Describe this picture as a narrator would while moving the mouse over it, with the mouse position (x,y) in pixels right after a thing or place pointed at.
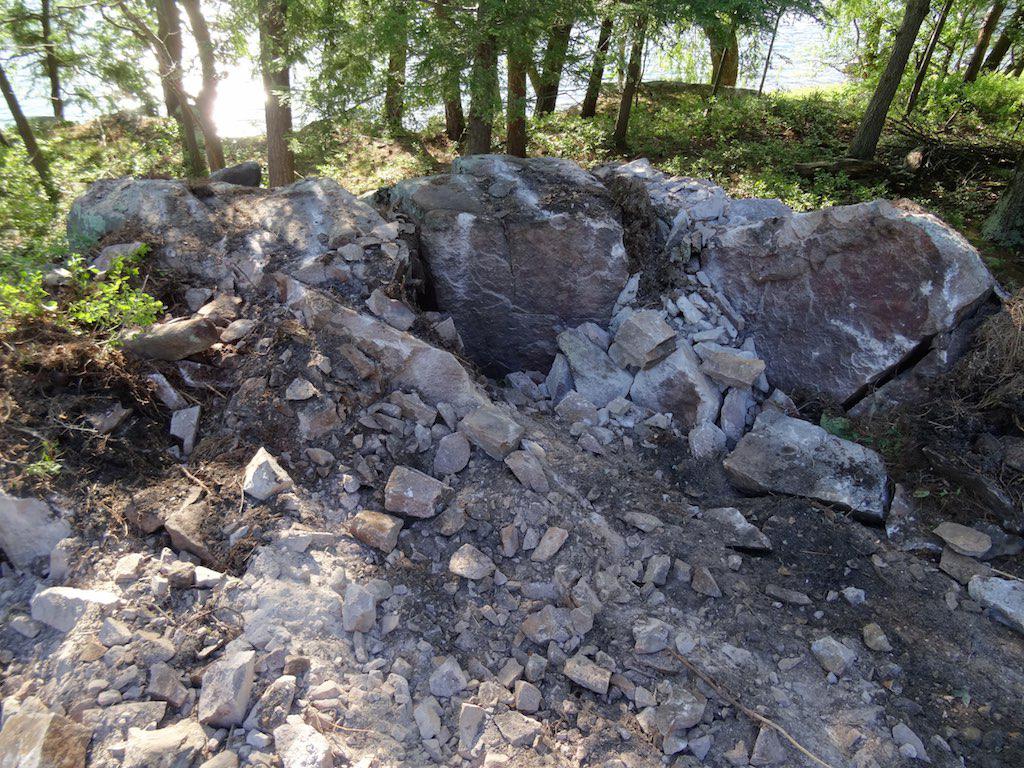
In this image I can see rocks (358,375), stones (294,504), trees (619,42), water (832,73) visible.
